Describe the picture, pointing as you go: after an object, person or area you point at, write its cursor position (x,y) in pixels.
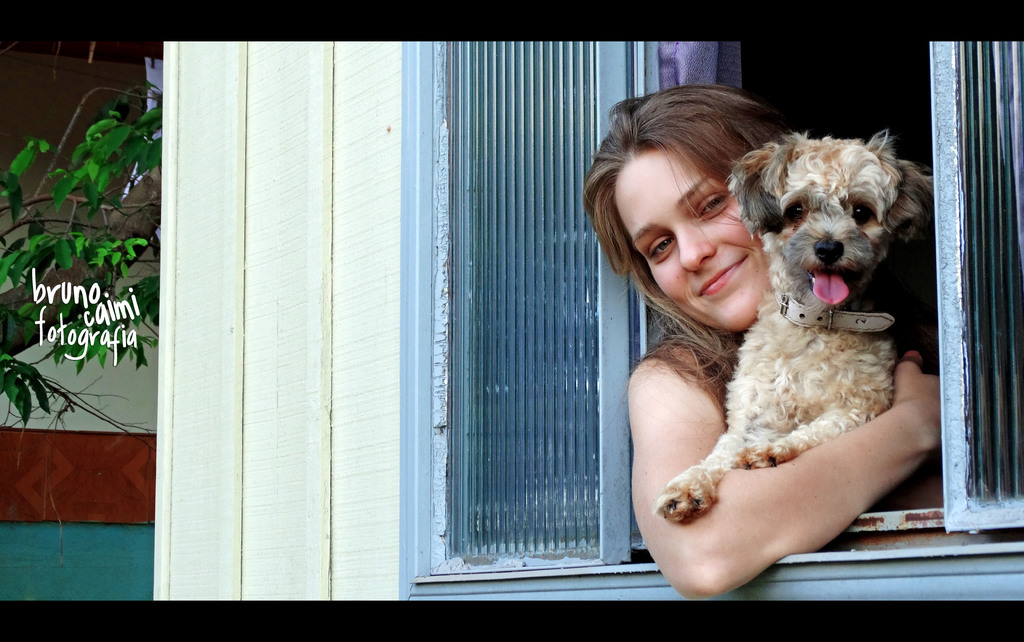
In this picture we can see a lady (727,131) holding a dog (740,402) and they are out from a window (552,287) and also a tree (73,209).
